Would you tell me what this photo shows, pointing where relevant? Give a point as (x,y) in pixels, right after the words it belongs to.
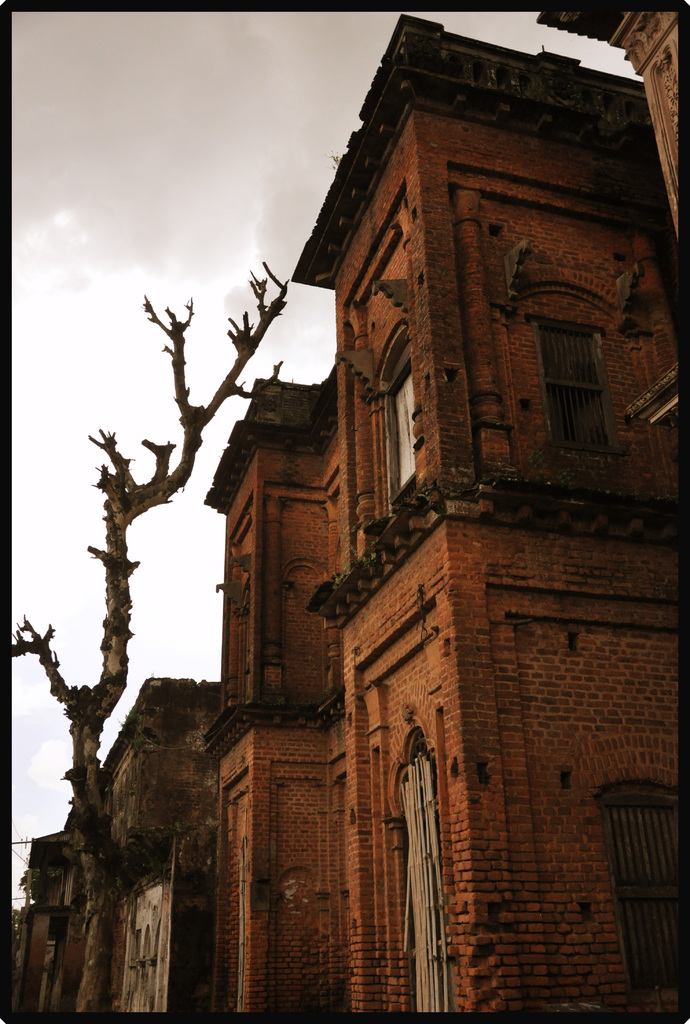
In this image I can see the building (461,583) with windows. The building (401,743) is in brown color. To the left (102,485) I can see the trunk (128,631). In the background (157,310) I can see the clouds (133,253) and the sky (48,336).
